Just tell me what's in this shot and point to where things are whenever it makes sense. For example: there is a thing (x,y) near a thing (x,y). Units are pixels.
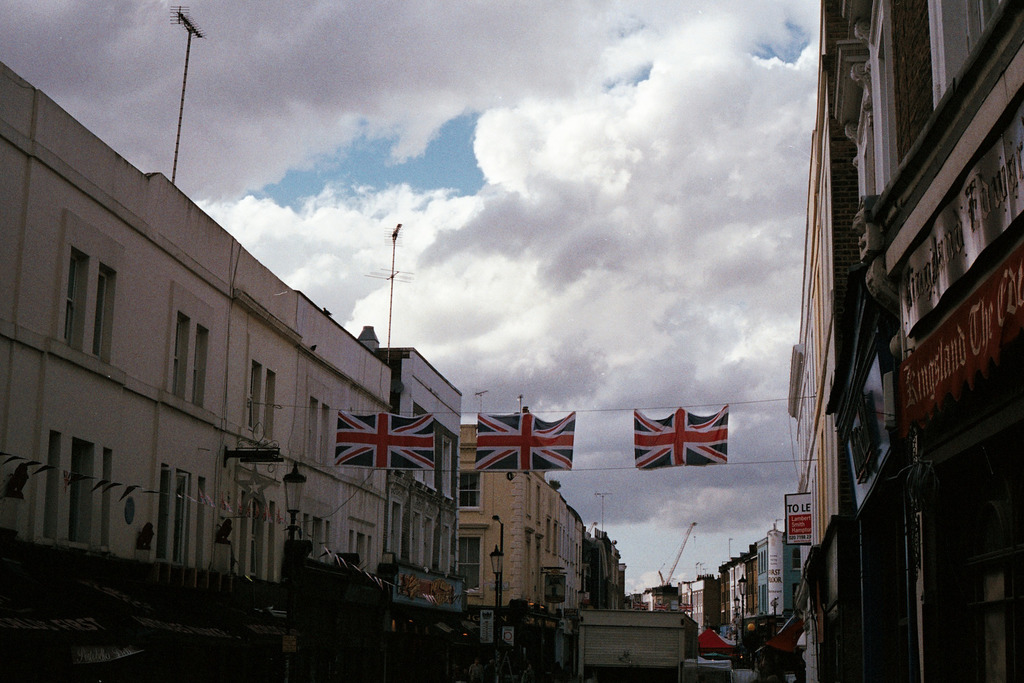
In this image we can see the cloudy sky (420,127) and many buildings (725,583) are there. So many names boards (939,363), One to let board (799,523) attached to the buildings (472,447), some vehicles (745,674) are on the road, some lights (300,496), antennas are there. Three flags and some small flags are there.
